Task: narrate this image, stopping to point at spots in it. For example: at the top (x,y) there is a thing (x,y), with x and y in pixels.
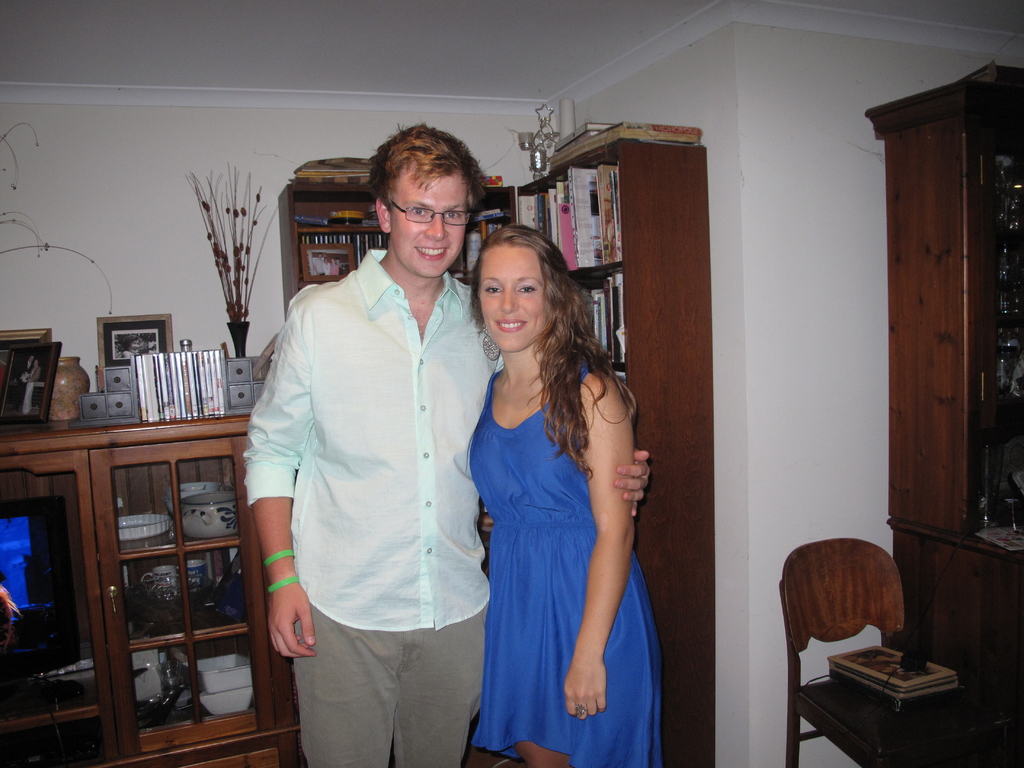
The image consist of a man (408,335) and woman (602,654) in living room (595,39) and in background (105,552) there are cupboards (169,590) with bowls (227,691), books (597,232) and on right side (856,605) there is a chair (847,631).
